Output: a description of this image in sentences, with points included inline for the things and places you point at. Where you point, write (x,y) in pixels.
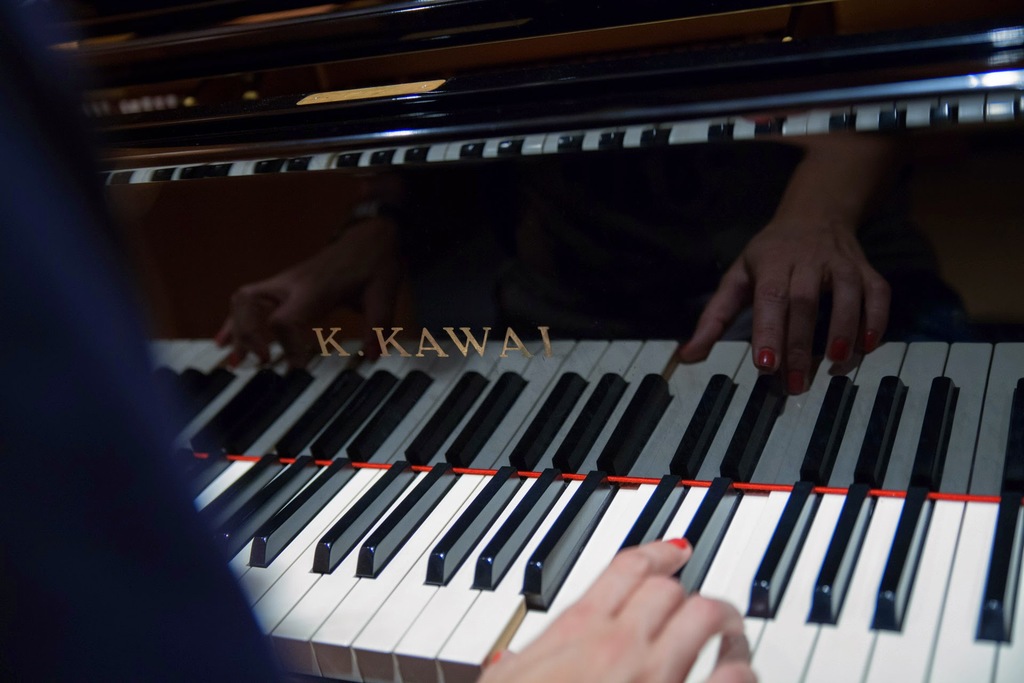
In this image on the left side (86,374) there is one person (198,585) who is playing a piano (572,581), in the middle (346,398) there is one piano (715,355).
